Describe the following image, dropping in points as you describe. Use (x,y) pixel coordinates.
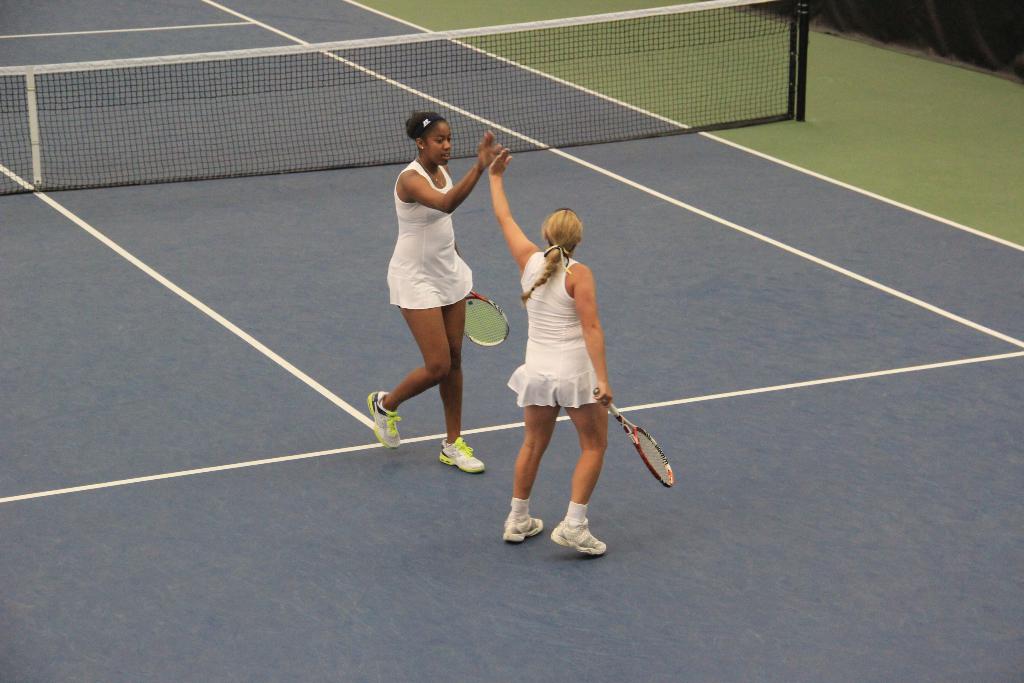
In this picture in side of the ground (197,473). They are standing and They are holding a bat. They are wearing white color dress (443,222). We can see in background (586,130) net (569,120).
